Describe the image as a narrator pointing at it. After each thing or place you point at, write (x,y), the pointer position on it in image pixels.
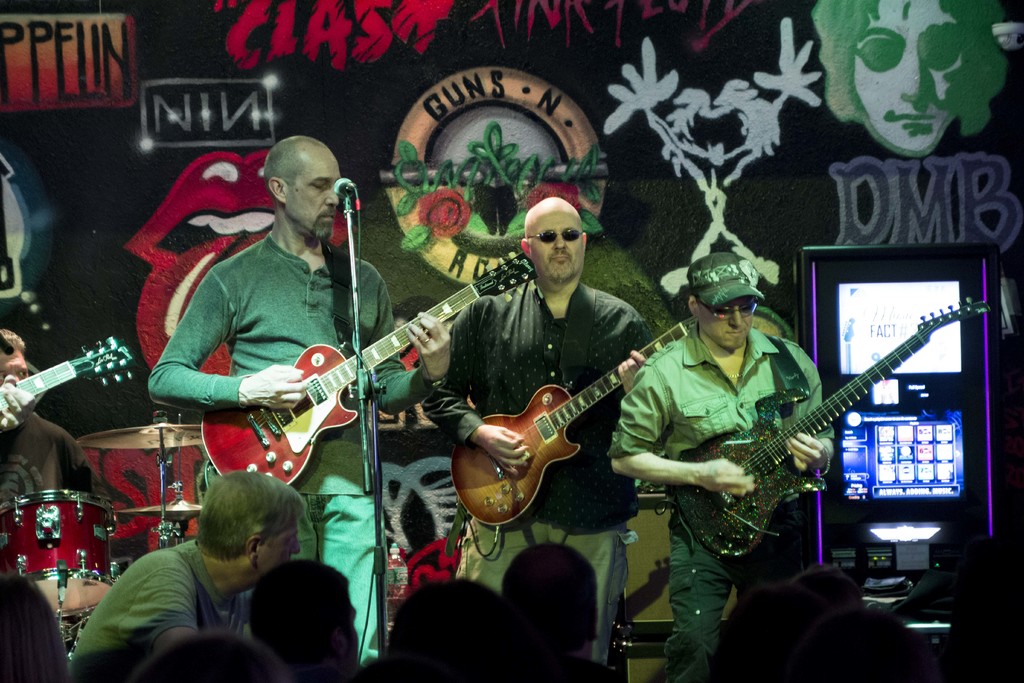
This image is clicked in a concert. There are three men (529,538) in this image. At the bottom (323,619), there is a crowd (396,643). The three men (518,441) on the dais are playing guitars (761,476). In the background (266,150), there is a graffiti (608,127) or painting (881,193) on the wall (942,210).
